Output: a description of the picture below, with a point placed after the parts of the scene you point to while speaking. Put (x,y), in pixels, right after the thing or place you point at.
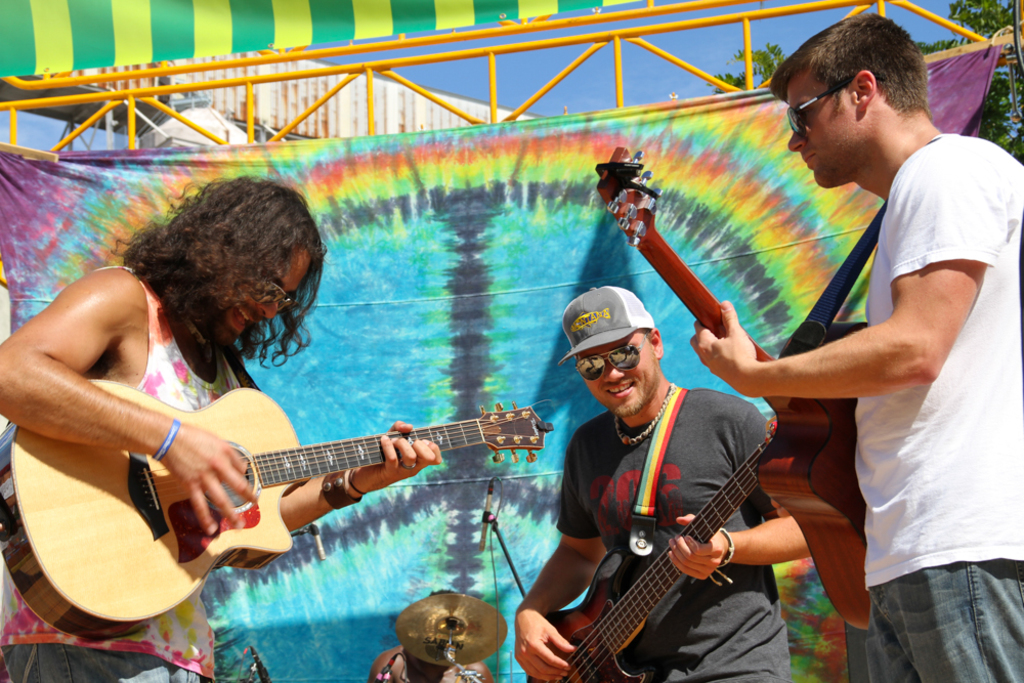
There are three persons (623,438) standing and playing guitar (612,551). The center person (681,520) wearing a black t shirt (672,506) wearing a cap (598,329) and goggles (632,357). In the background (497,275) there is a colorful banner (480,276). Also a person (412,661) is sitting in front of a cymbal (432,642). In the background (918,44) there are trees (995,109) and sky (570,84).
